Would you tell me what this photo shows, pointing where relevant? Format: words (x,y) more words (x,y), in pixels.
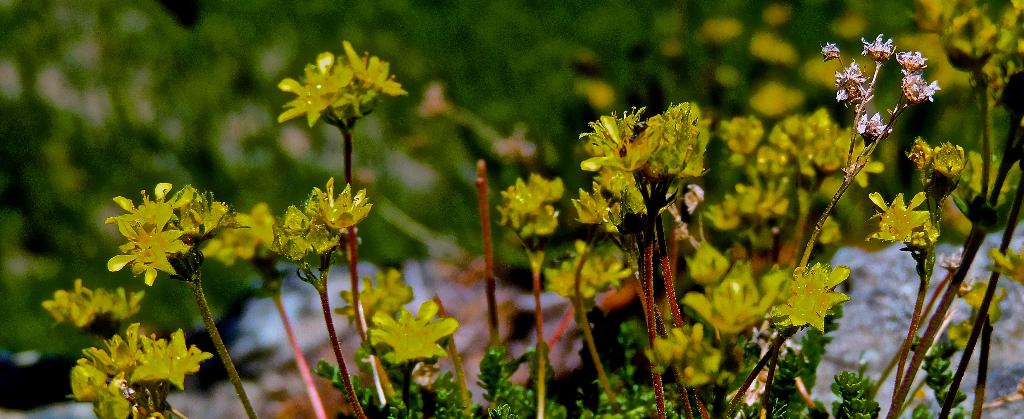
In this picture, there are plants (195,216) with yellow flowers (700,260).
